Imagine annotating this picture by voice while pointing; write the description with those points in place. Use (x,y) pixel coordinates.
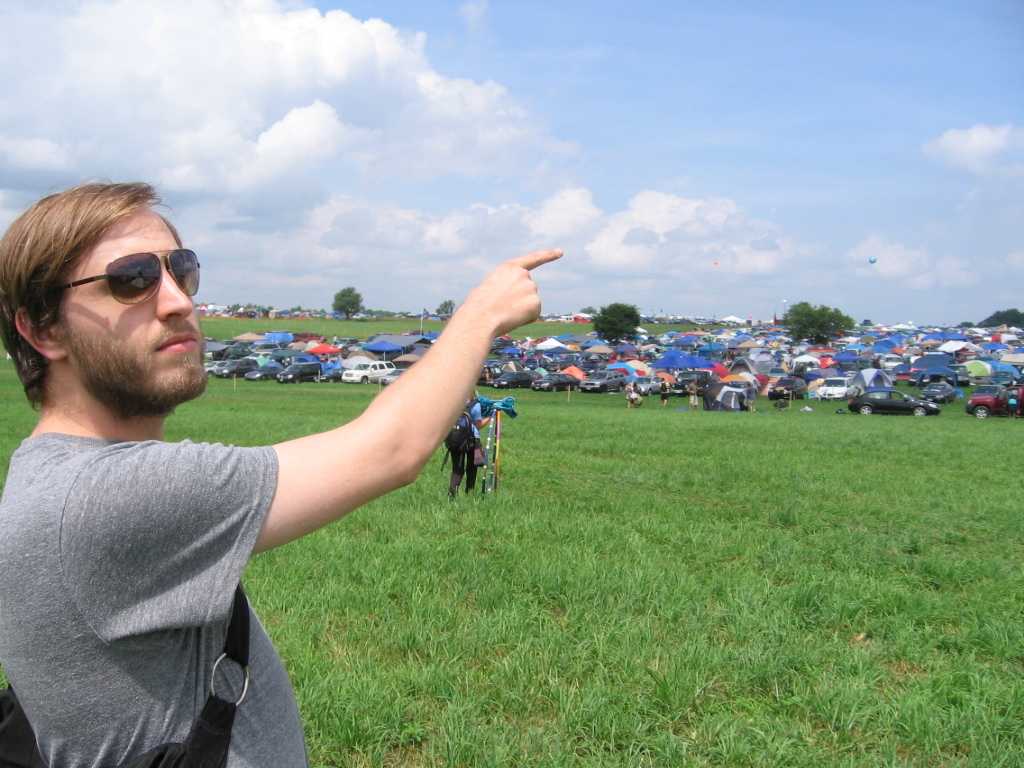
In this image there is a person (191,536) standing on the surface of the grass (367,659) and he is pointing with his finger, at the center of the image (373,378) there are few vehicles (699,383) parked and there are few canopies (884,375). In the background (599,313) there are trees (447,313), buildings (543,318) and the sky (552,222).
